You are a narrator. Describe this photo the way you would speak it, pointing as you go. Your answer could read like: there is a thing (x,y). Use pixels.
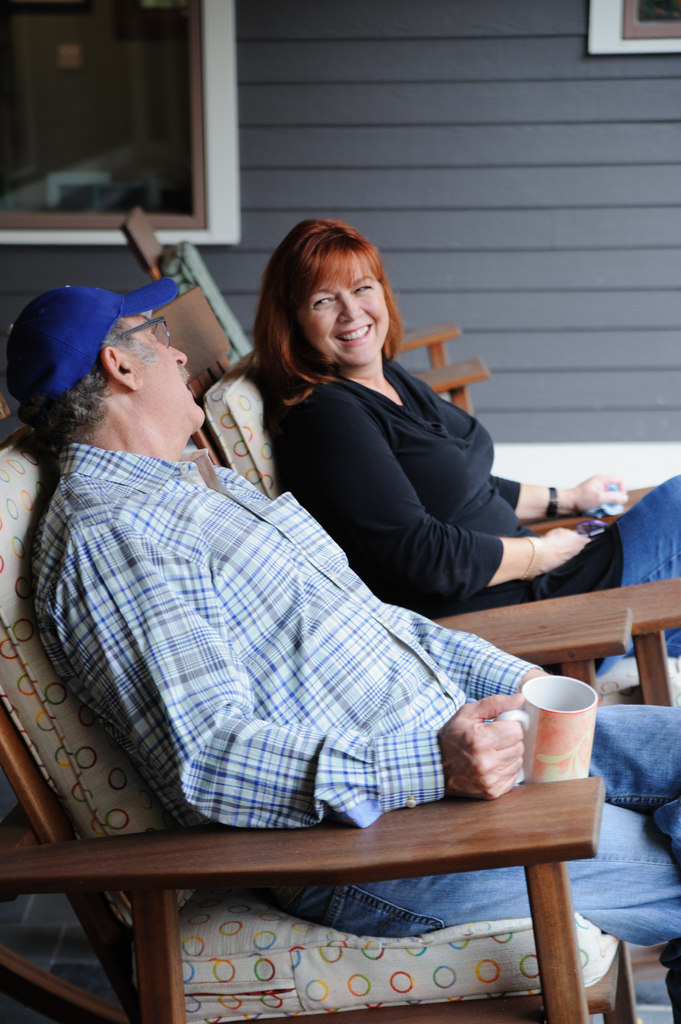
In this image, There are some people (277,635) sitting on the chairs (552,939) which are in brown color, In the background (402,238) there is a wall (411,159) in gray color.
